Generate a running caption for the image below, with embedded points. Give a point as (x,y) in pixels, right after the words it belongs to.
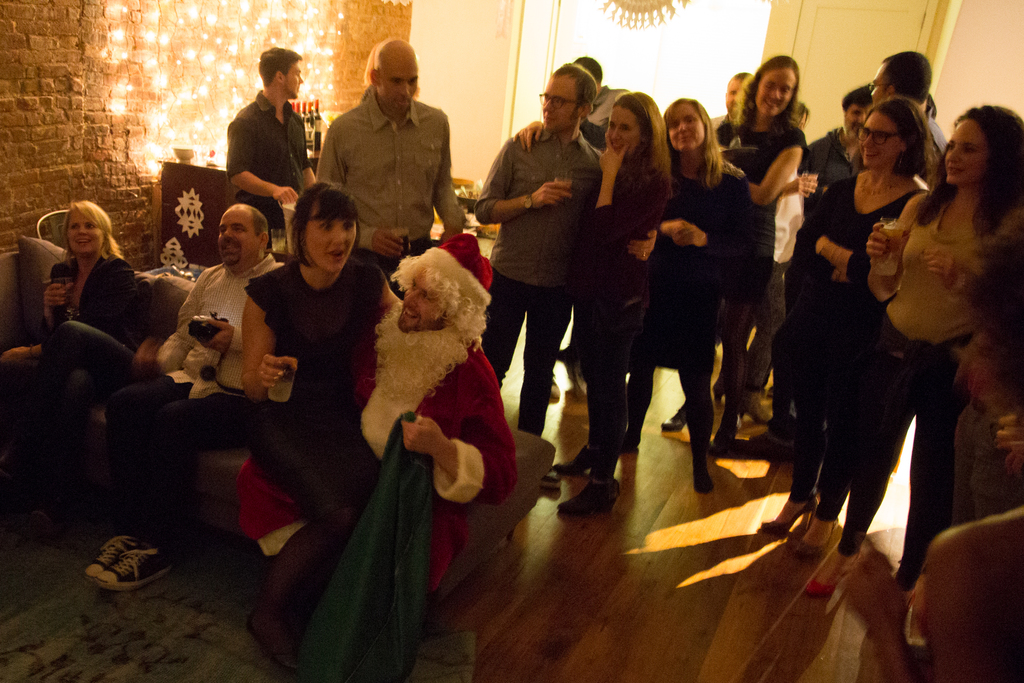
In this image I can see a group of people (729,190) among which four people (10,371) are sitting on a sofa (234,525).
